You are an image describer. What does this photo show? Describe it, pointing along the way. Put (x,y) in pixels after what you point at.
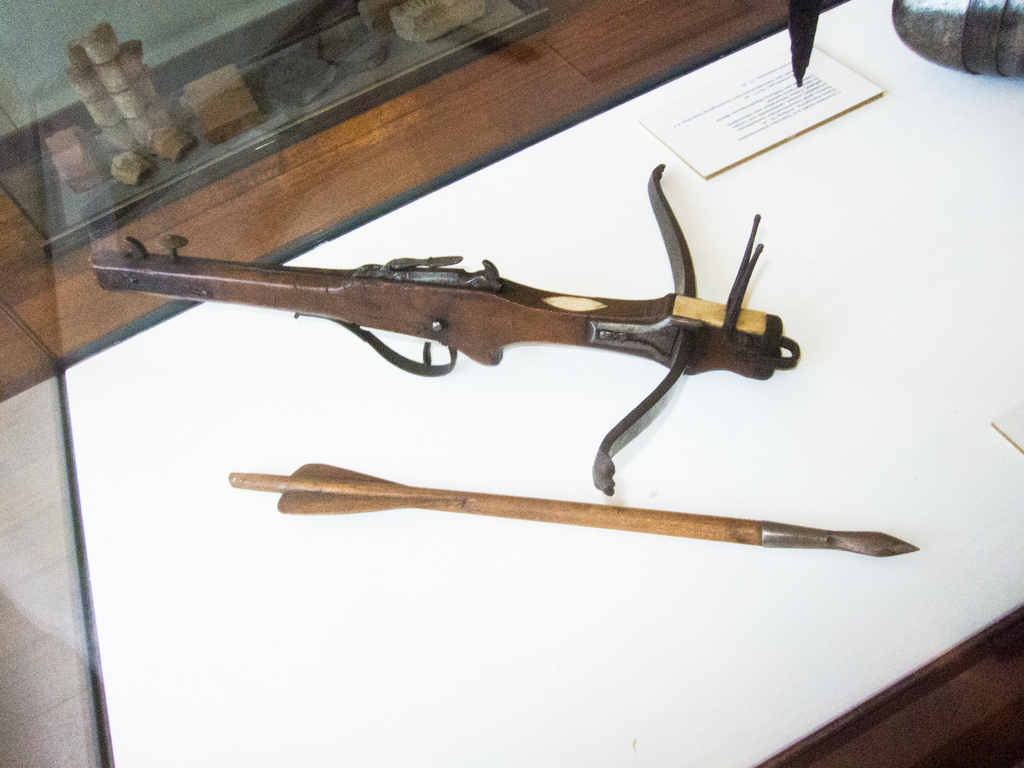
In this picture, we see a crossbow (790,363), arrow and a card (861,97) are placed on the white table (344,335). Beside that, there are stones (134,123). Beside that, there is a glass door (46,403).
